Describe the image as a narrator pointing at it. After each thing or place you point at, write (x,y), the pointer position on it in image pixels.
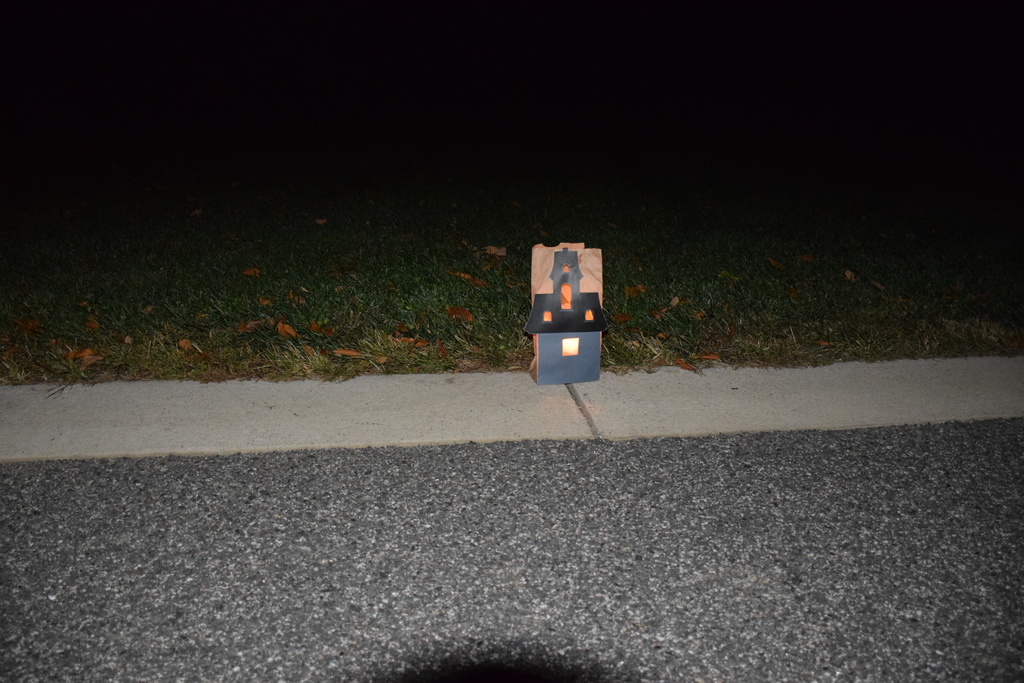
In the middle of the picture (593,357), we see a paper bag (559,314) with a light (571,297) in it. Beside that, we see grass (245,321) and dried leaves (197,214). At the bottom of the picture (454,544), there is a road (509,527). It is dark in the background (602,190) and this picture is clicked in the dark.
